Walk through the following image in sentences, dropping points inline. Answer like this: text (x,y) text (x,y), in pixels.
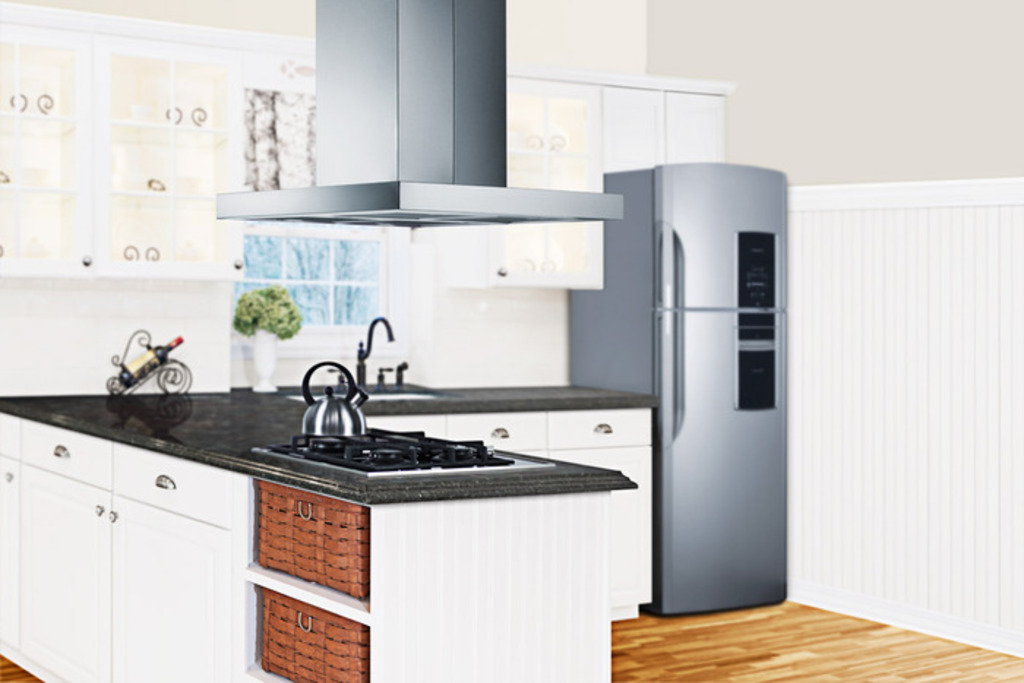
This looks like an animated image. This is the chimney (431,168). I can see a stove (343,455) with a kettle (331,425) on it. This looks like a wine bottle (152,358), which is placed in the stand (171,375). I think this is a flower vase (267,368). This is a sink (383,396) with the taps (359,355). These are the cupboards (74,175). This is a refrigerator (721,399).
